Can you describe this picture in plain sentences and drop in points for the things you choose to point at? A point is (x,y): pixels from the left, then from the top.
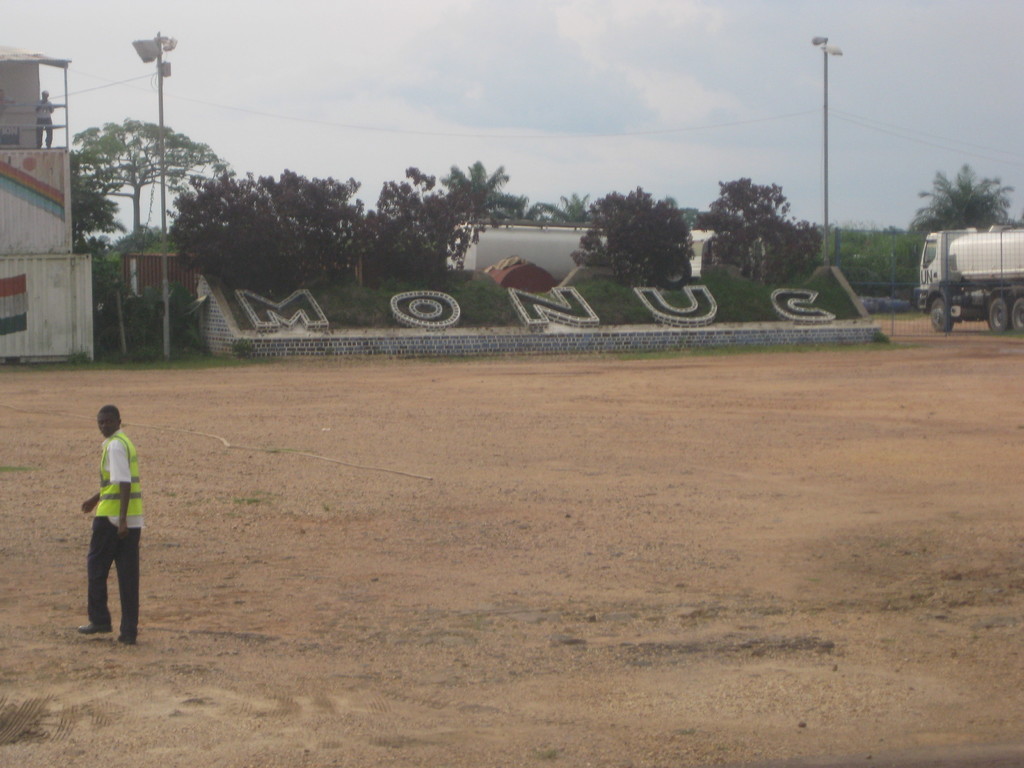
On the left side (123,446), we see a man (133,606) in the white shirt (113,460) is standing. At the bottom (471,692), we see the sand (479,716). On the right side (929,277), we see a vehicle (936,258) and a street light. On the left side (32,97), we see a building (36,177) in white color and we see a man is standing. Beside that, we see a street light (165,286). In the middle (662,322), we see some text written as "MONUC" on the grass (811,282). There are trees (769,258) and a white color object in the background (472,236). At the top (862,106), we see the sky (796,103).
